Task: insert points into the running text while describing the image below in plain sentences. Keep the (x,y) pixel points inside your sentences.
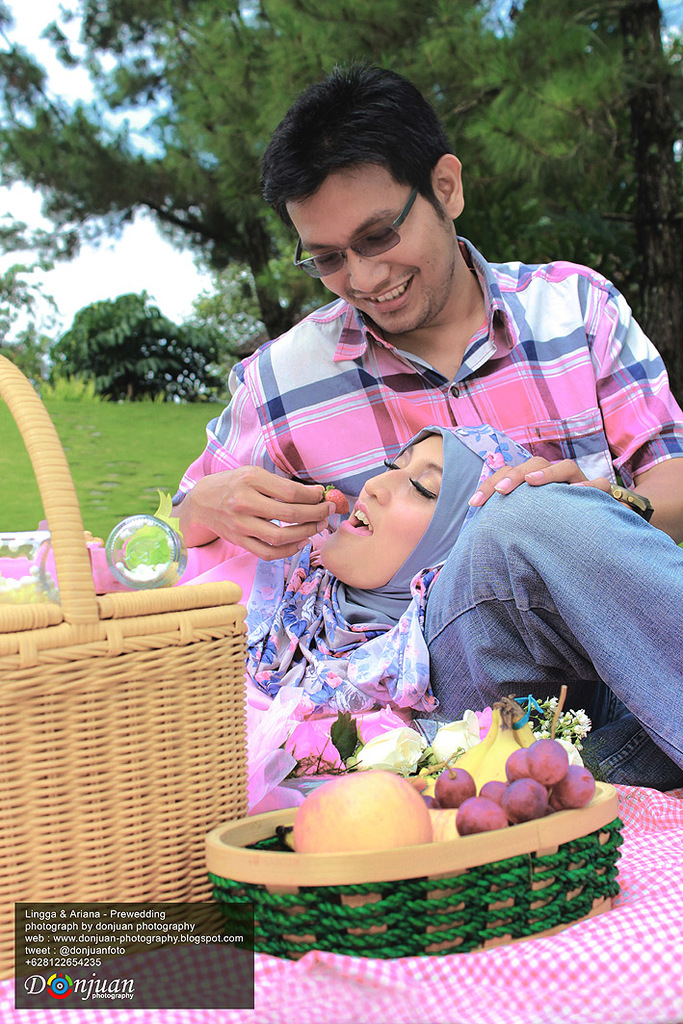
This woman (367,494) is lying on this person lap (512,686). This man (432,261) is smiling, looking at this woman (397,526) and holding a fruit (329,498). On this cloth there are baskets (117,687). In this basket (256,926) there are fruits (473,818). Here we can see flowers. These are bottles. Background (107,346) we can see trees (157,346), grass (109,408) and sky (111,241). Left side (73,907) bottom of the image (242,928) there is a watermark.
